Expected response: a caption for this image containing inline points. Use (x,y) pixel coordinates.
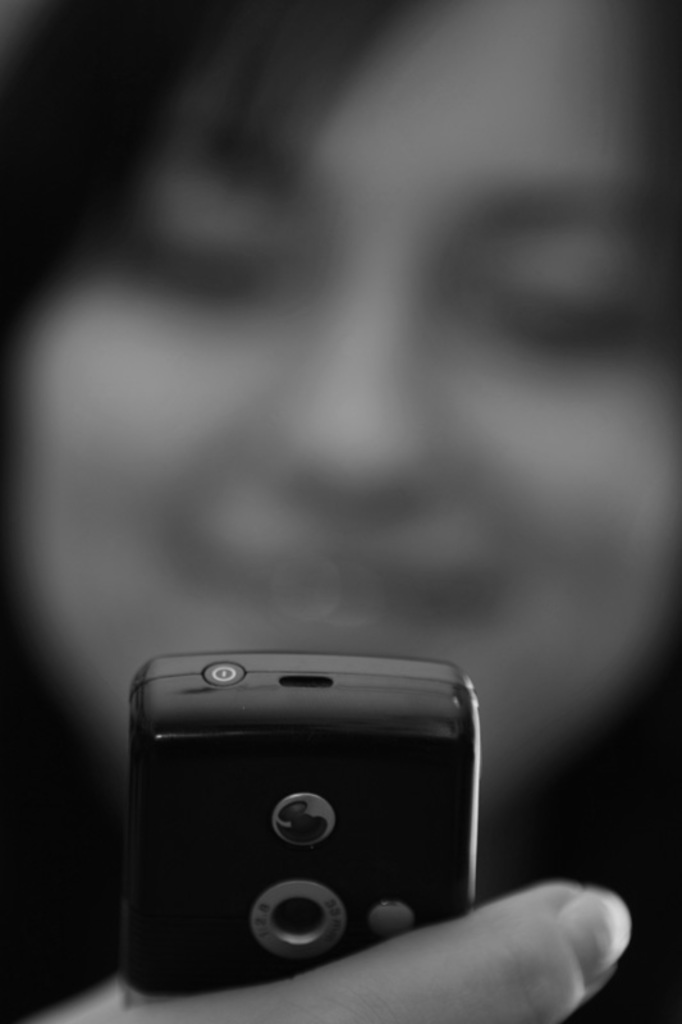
This is a black and white picture. In front of the picture, we see the hand (587,954) of the woman (587,954) who is holding a mobile phone (431,884). It is black in color. In the background (103,615), we see the face (334,612) of the woman (365,607) and she is smiling. This picture is blurred in the background (399,409).
